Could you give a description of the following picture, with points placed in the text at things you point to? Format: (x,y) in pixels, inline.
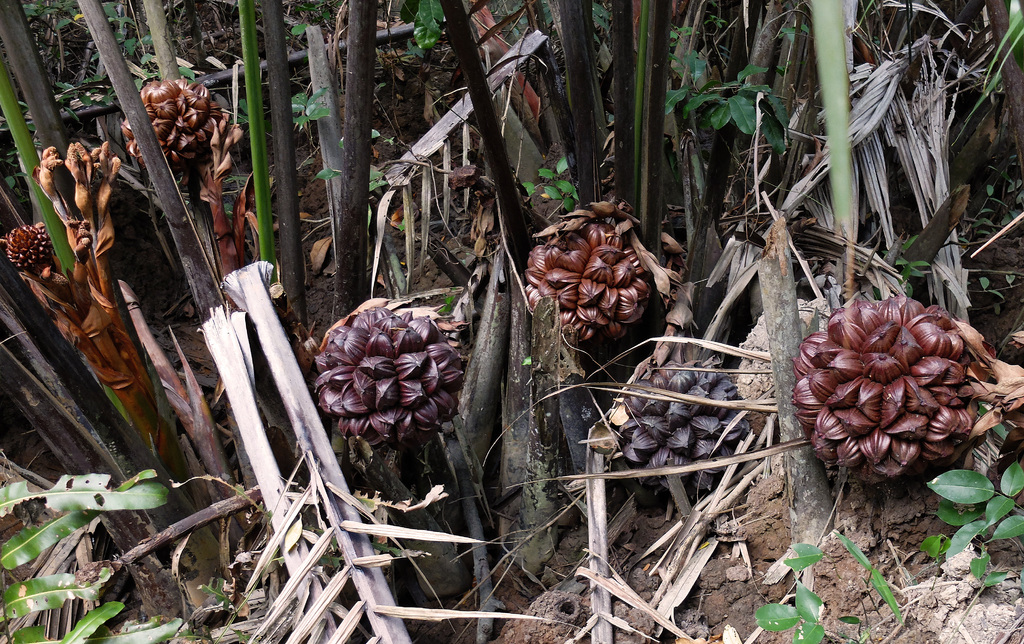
In this picture we can see trees (197,457) on the ground (169,308).
